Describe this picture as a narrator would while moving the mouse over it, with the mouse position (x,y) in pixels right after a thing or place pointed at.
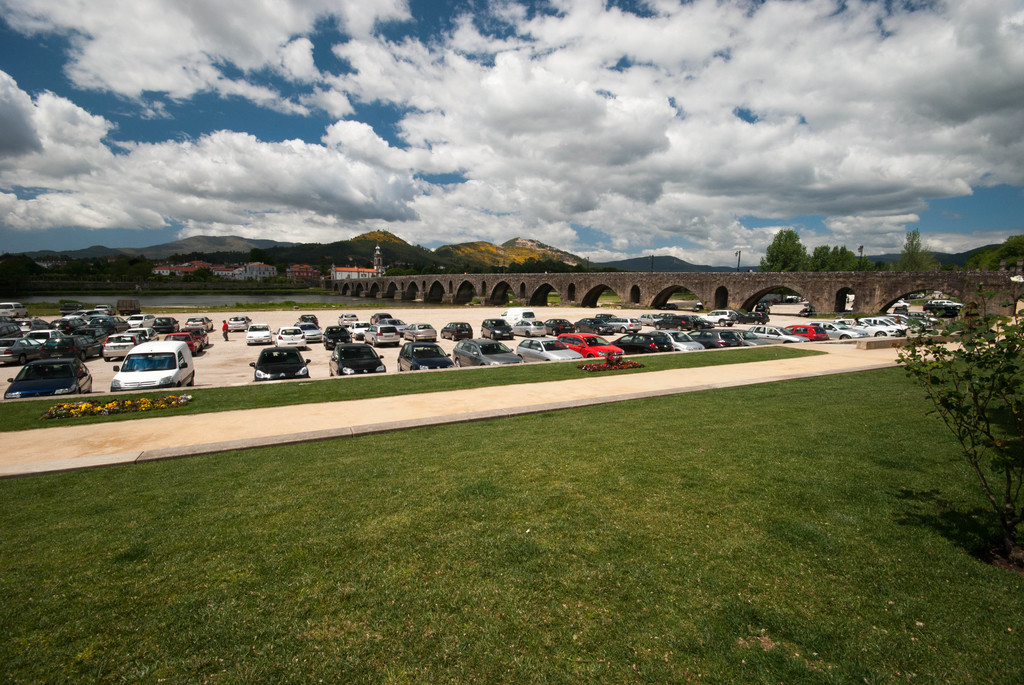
In this picture there are many cars (429,355) parked in parking place (452,350) and there is a bridge (760,277) in the right corner (842,278) and there are few buildings (224,266) and mountains (306,256) in the background (466,253) and the sky (475,136) is cloudy.
